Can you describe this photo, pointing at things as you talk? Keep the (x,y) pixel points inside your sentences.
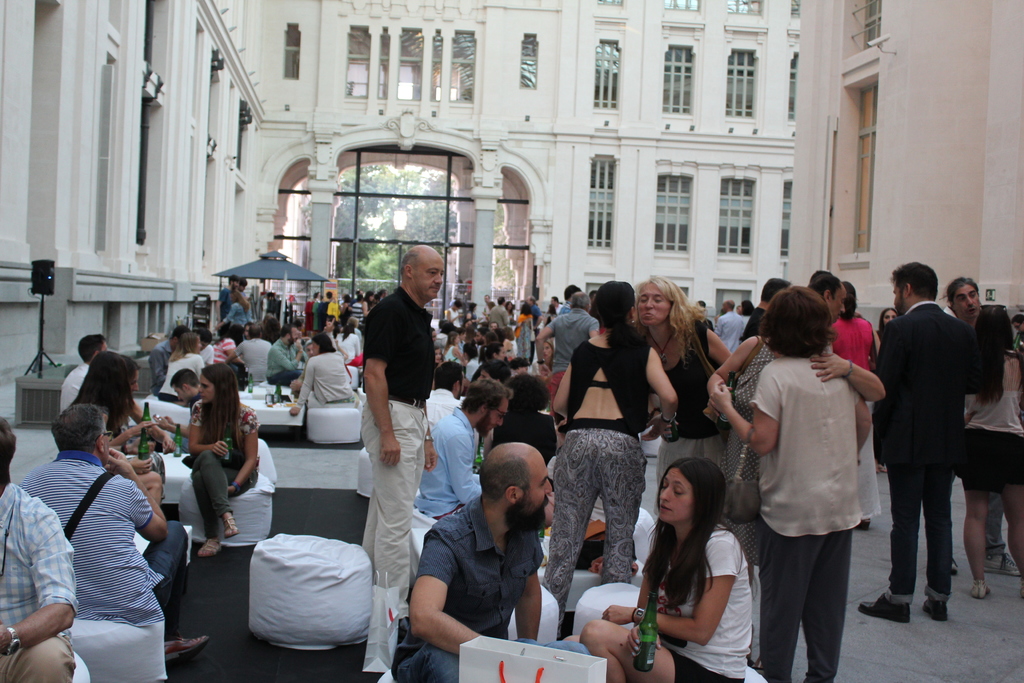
In this picture we can see a group of people (898,552) on the ground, some people (458,479) are sitting, some people (913,552) are standing, here we can see bottles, speaker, umbrella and in the background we can see buildings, trees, rods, pole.
